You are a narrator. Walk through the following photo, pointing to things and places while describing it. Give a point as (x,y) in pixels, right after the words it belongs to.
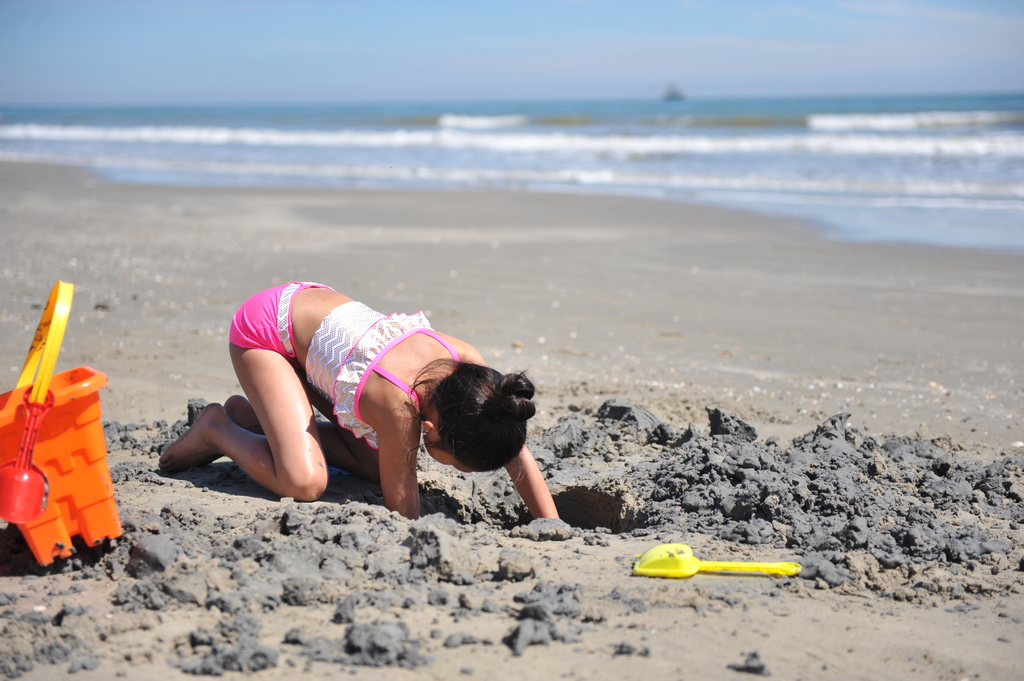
In this image there is the sky (654,38) towards the top of the image (873,55), there is water (564,147), there is ground (610,620) towards the bottom of the image (728,628), there is mud (768,482) on the ground (528,513), there is a girl (412,426), there are objects (765,567) on the ground (563,545), there is an object (41,433) towards the left of the image (41,445).
